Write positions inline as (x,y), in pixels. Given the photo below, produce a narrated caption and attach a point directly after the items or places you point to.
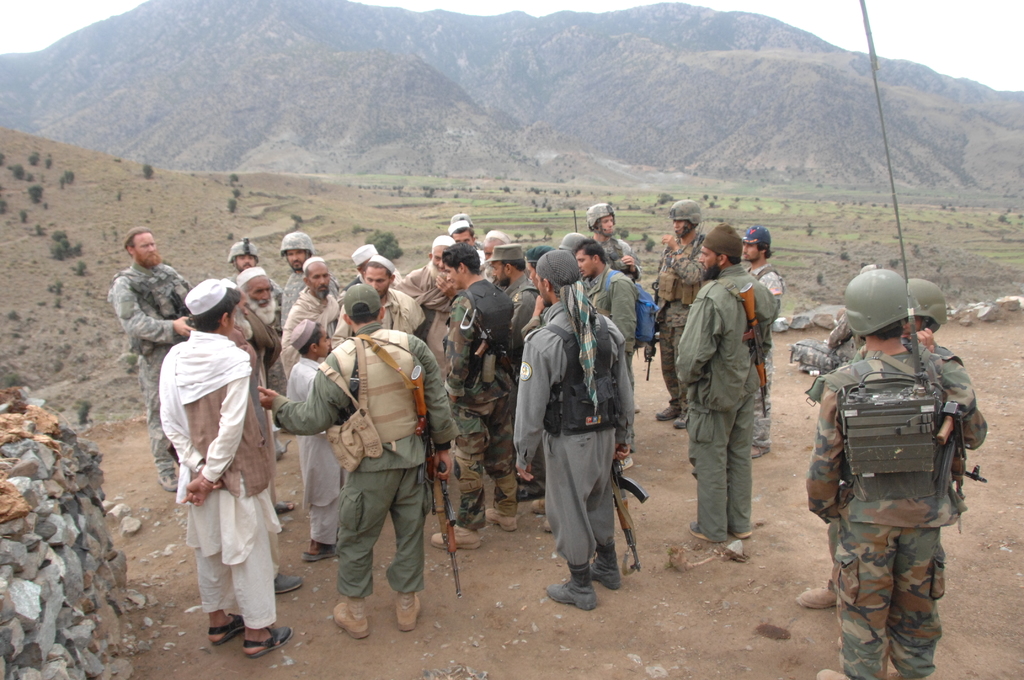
In the picture I can see a few people (233,262) wearing uniforms (415,551), carrying backpacks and holding weapons (440,494) in their hands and a few more people (251,364) wearing dresses (225,536) are standing on the ground (473,606). Here I can see the stone wall (45,508). In the background (222,213), I can see grasslands (912,240), mountains (575,166) and the sky (536,9).
